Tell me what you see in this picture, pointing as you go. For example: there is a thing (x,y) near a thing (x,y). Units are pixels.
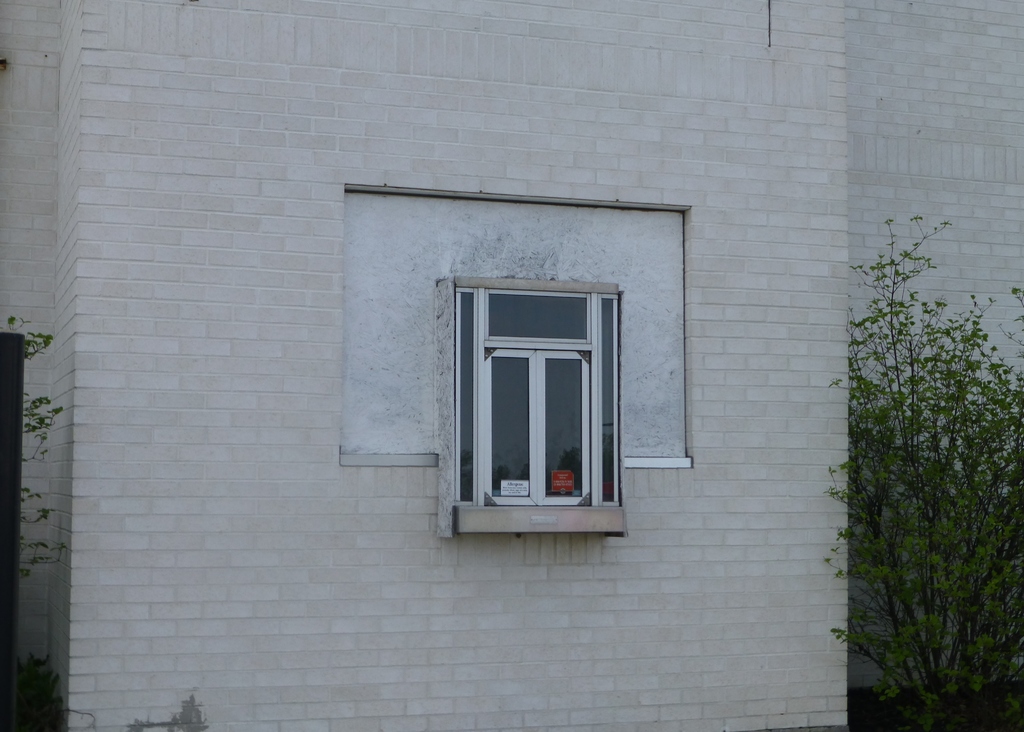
In the image there is a white building (549,164) with a window (557,417) in the middle (542,412) and plants (899,561) on either side of it.
